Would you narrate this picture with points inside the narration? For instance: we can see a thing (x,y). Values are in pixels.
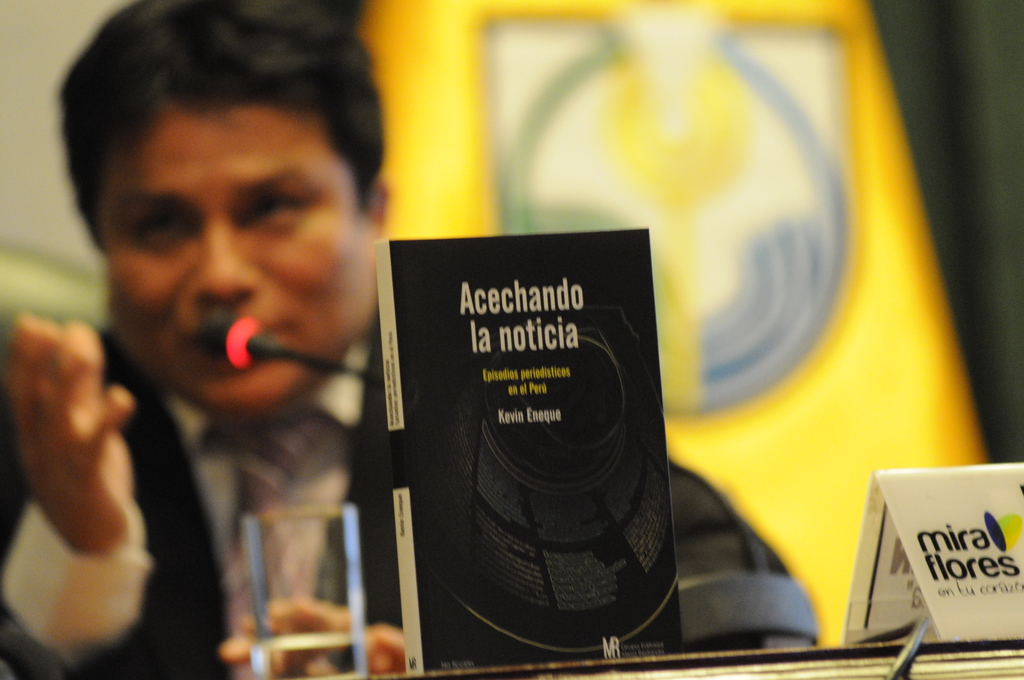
Here we can see book (515,365), glass (328,663), cable (908,648) and board (947,539). Background (264,455) it is blur. We can see a person (256,302), mic (271,341) and hoarding (786,236).
